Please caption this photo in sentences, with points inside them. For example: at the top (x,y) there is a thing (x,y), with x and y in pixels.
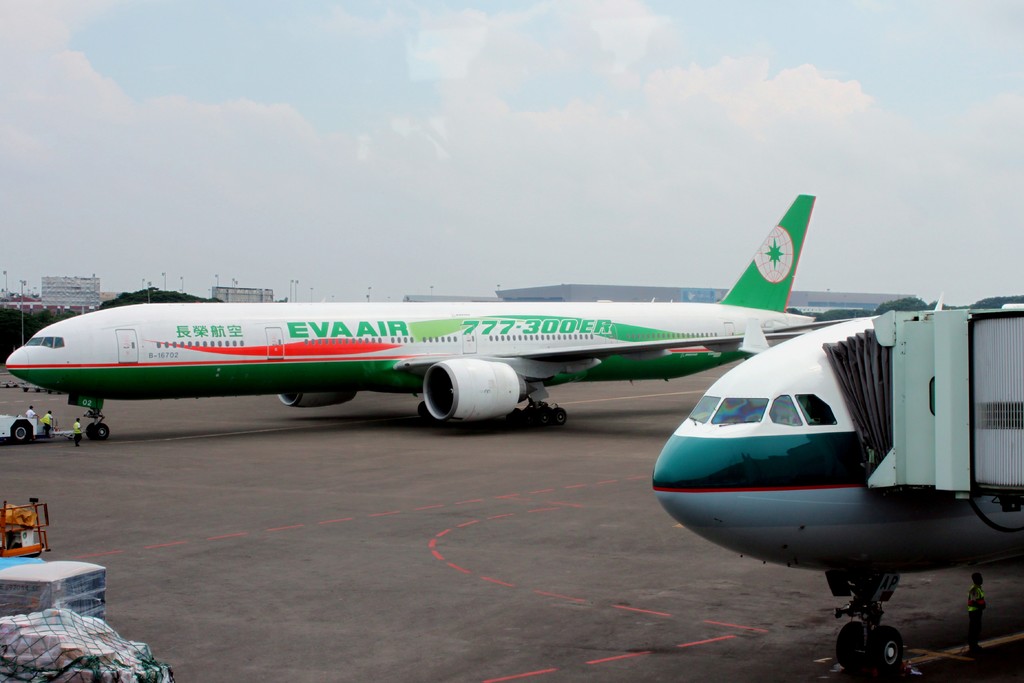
In the image there are two aeroplanes (418,390) on the road (502,573) and behind it there are buildings (25,303) and above its sky (575,82) with clouds (571,152).
